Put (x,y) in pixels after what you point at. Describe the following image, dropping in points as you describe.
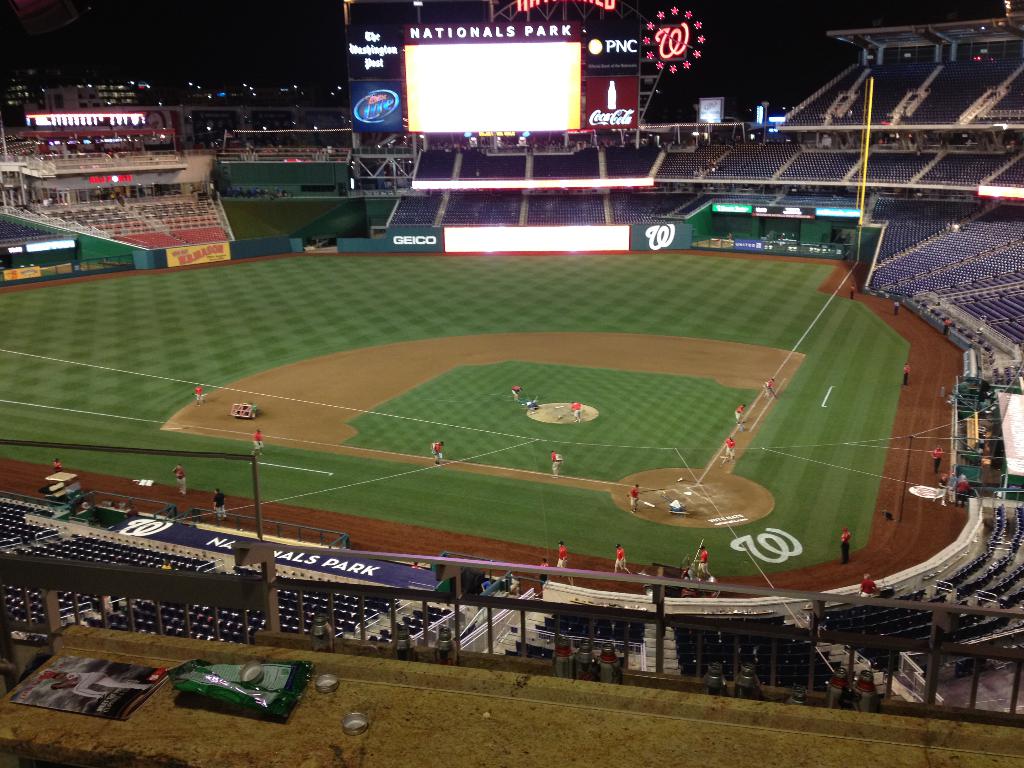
This picture looks like a stadium (549,475), in this image we can see a few people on the ground (589,510), there are some chairs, boards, poles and a screen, also we can see the background is dark.
